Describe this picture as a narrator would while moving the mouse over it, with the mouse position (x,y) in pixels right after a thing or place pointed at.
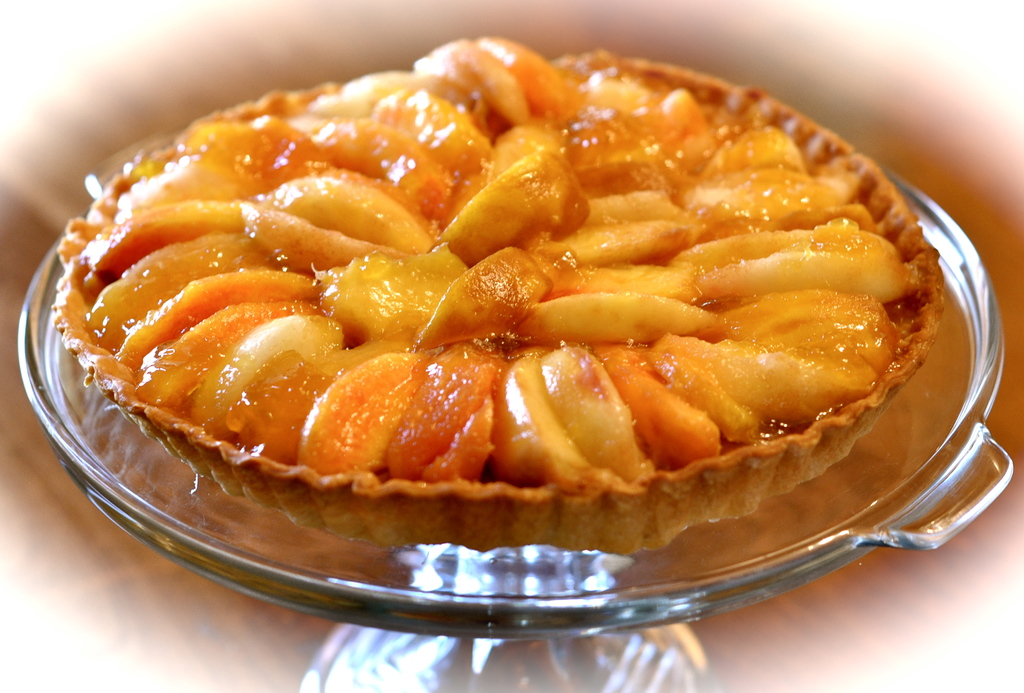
In this image, we can see some food item (718,252) in a glass container (887,414).
